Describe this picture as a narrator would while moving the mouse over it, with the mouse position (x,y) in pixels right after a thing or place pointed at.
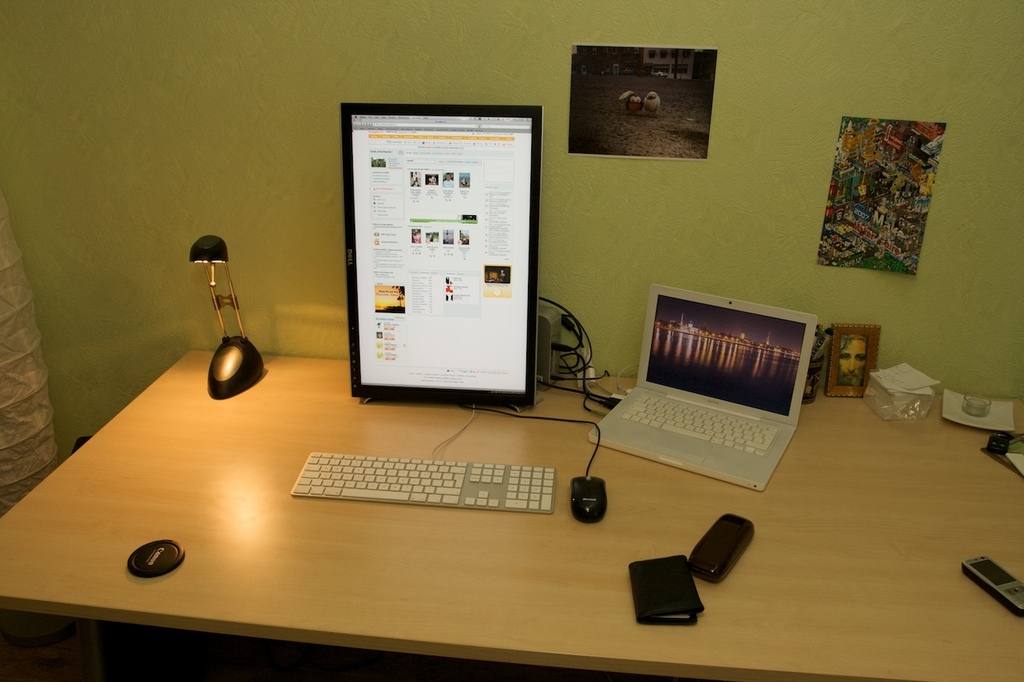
This picture shows a computer (529,382) and a laptop (718,435) and a wallet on the table (851,474) and we see posters (679,101) on the wall (783,149).
